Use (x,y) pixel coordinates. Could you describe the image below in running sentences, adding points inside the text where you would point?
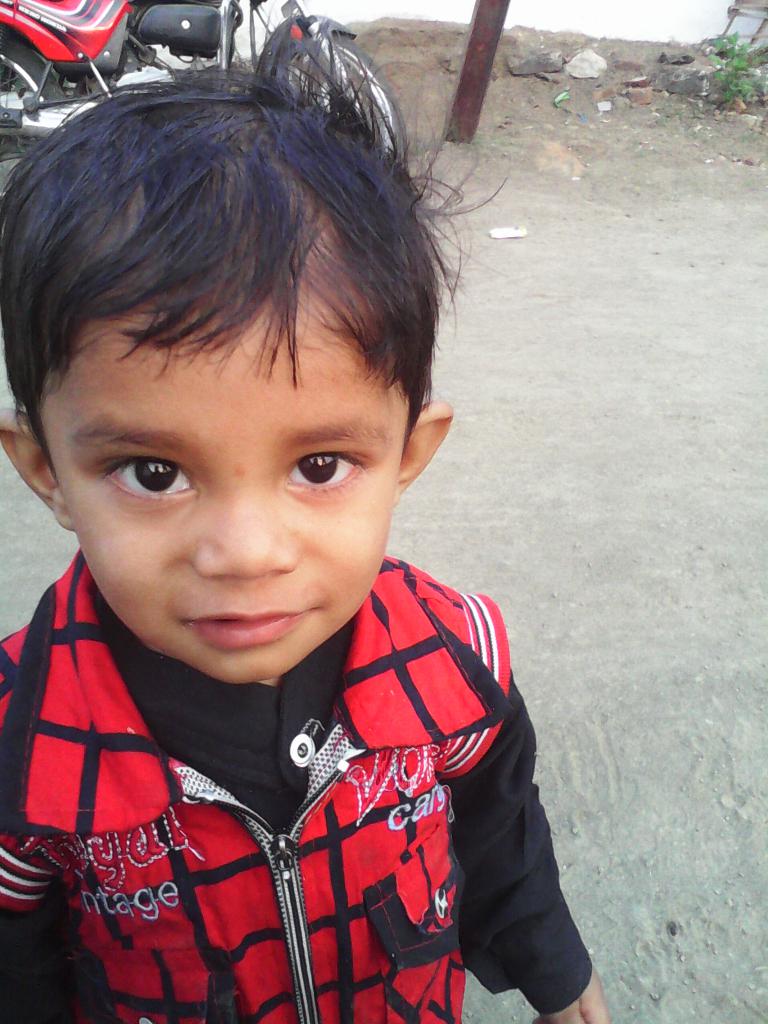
In the image we can see a child (274,815) wearing clothes (168,787) and the child (231,643) is smiling. Behind the child (238,634) we can see two wheeler (186,56), pole (475,81), sand (627,74) and stones (628,69). Here we can see the road (669,541) and leaves (725,66).
